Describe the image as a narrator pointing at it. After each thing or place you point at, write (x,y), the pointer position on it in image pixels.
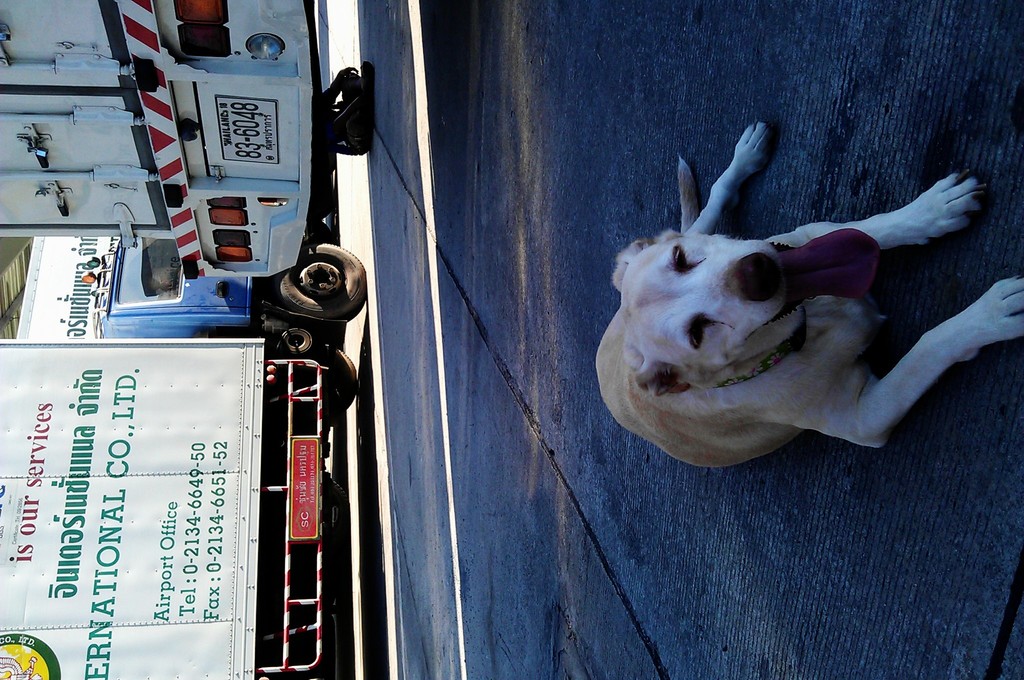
On the left (156,88) I can see vehicles (94,67) on the road (364,543). On the right (758,148) I can see a dog (766,145). This image is taken may be on the road (403,310) during a day.
